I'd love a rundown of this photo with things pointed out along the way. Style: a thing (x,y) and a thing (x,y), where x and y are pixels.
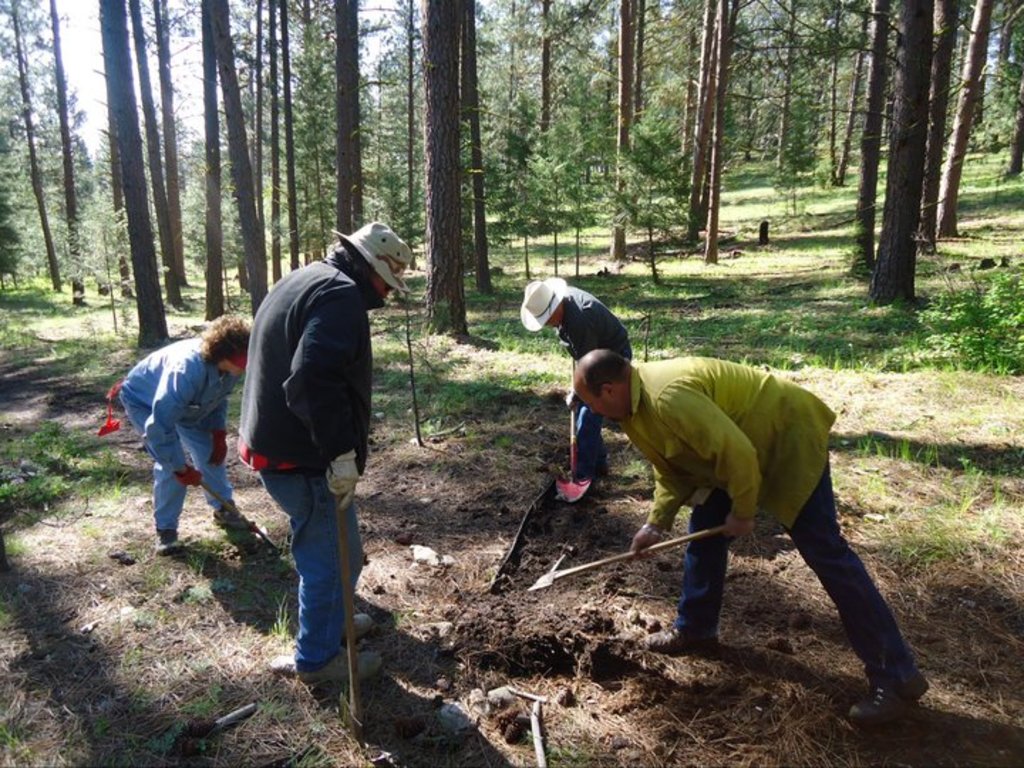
In this image I can see the group of people (355,393) with different color dresses (336,533) and two people (362,246) with hats (381,248). I can see these people (557,282) are holding the mud digger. In the background (429,265) I can see many trees (295,66) and the sky (69,72).
